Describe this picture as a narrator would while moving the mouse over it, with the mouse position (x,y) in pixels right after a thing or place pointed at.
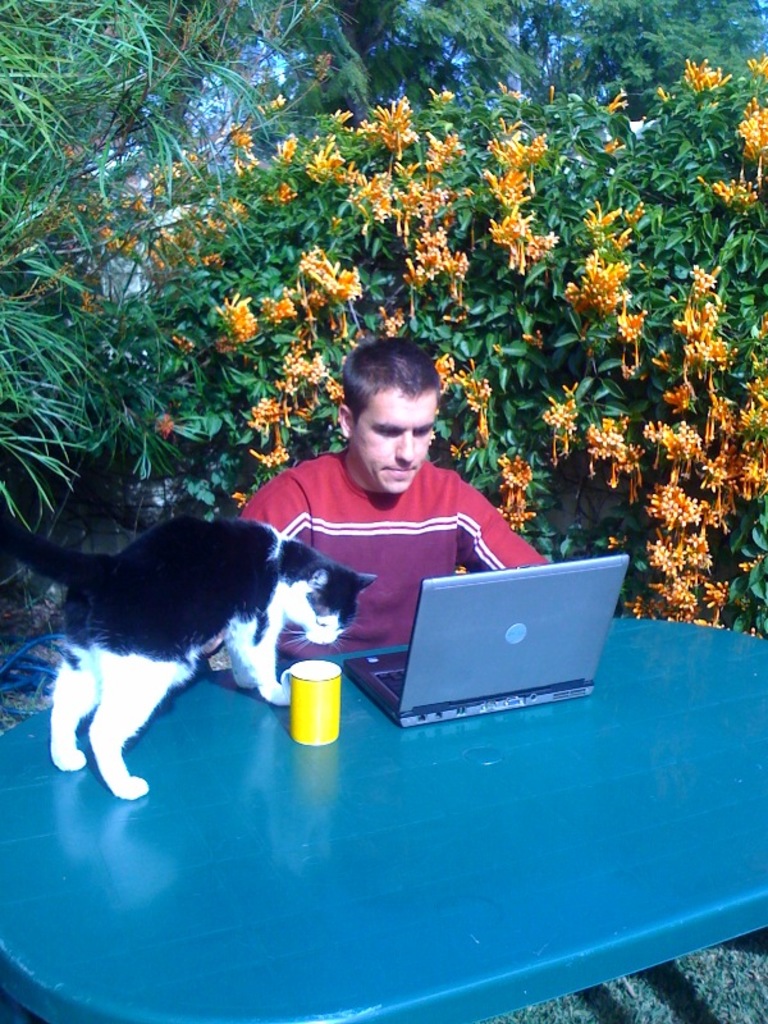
This is a picture taken in the outdoors. It is sunny. The man (369,510) in red t shirt (346,501) was sitting on a chair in front of the man (392,544) there is a table (390,836) on the table (357,822) there are cup (339,681), laptop (454,653) and a cat (185,611). Behind the man (418,551) there are trees (553,211).
